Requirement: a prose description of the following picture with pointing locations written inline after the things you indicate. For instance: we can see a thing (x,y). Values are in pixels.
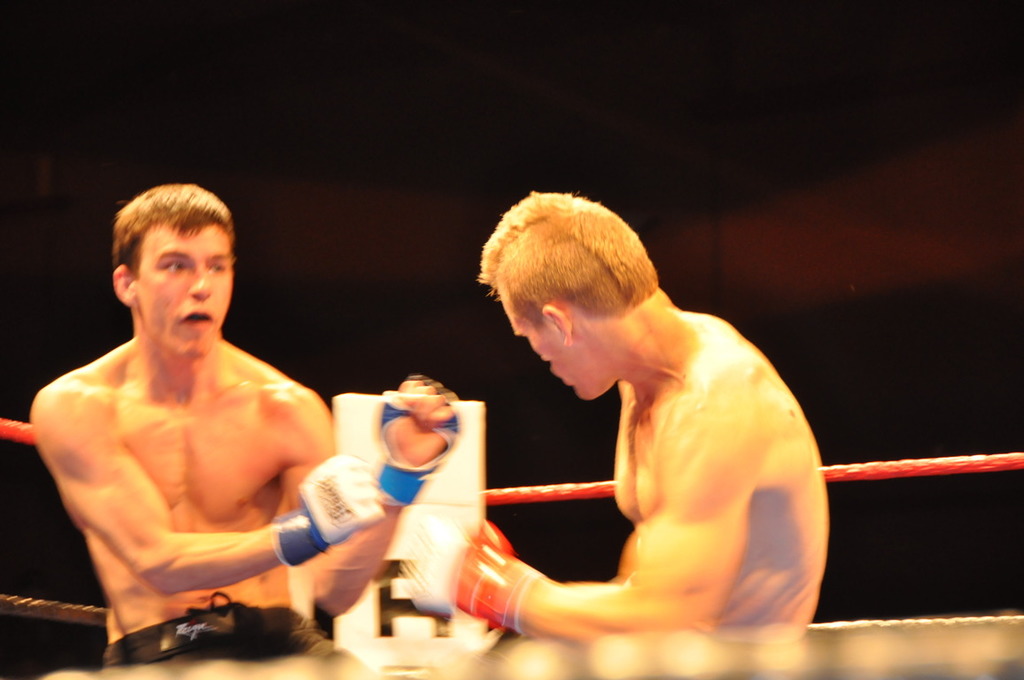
In this image, we can see two people (714,463). We can also see the boxing ring (24,434) and a white colored object (362,416). We can see the dark background (625,47).
